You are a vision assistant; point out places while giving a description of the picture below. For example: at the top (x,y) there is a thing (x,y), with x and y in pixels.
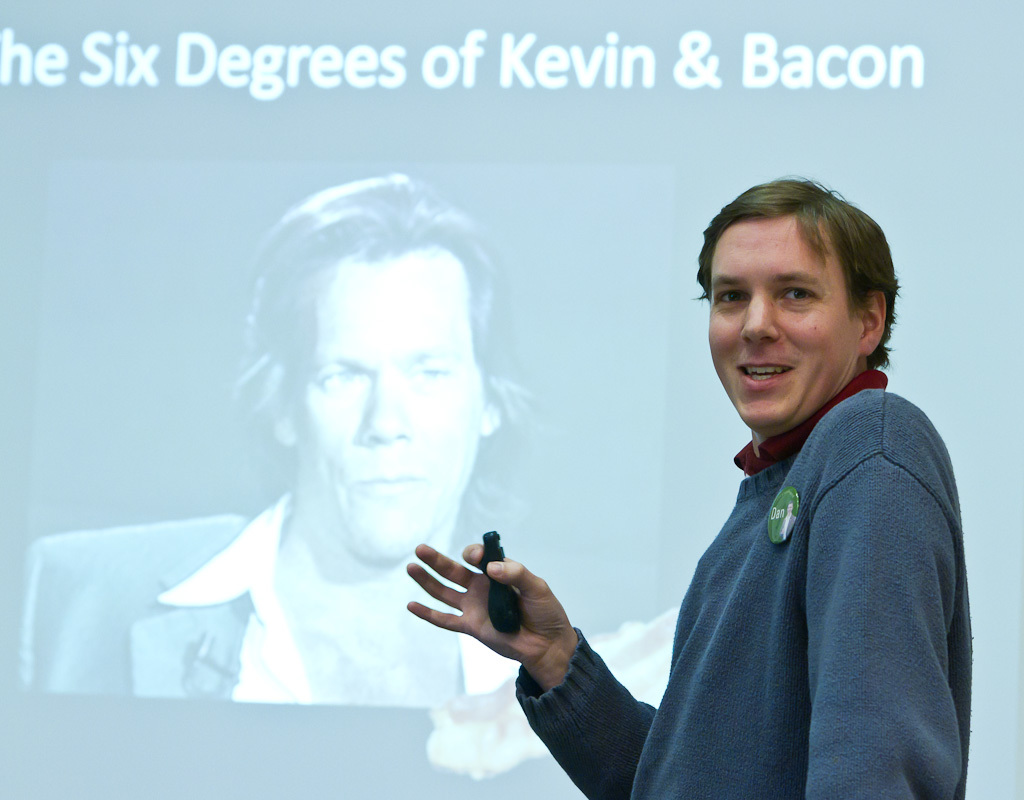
In the picture we can see a man (840,564) giving a seminar with a smile behind we can see a screen (645,616) on it, we can see a person's image (336,420) written on it as the six degrees of Kevin and bacon.
